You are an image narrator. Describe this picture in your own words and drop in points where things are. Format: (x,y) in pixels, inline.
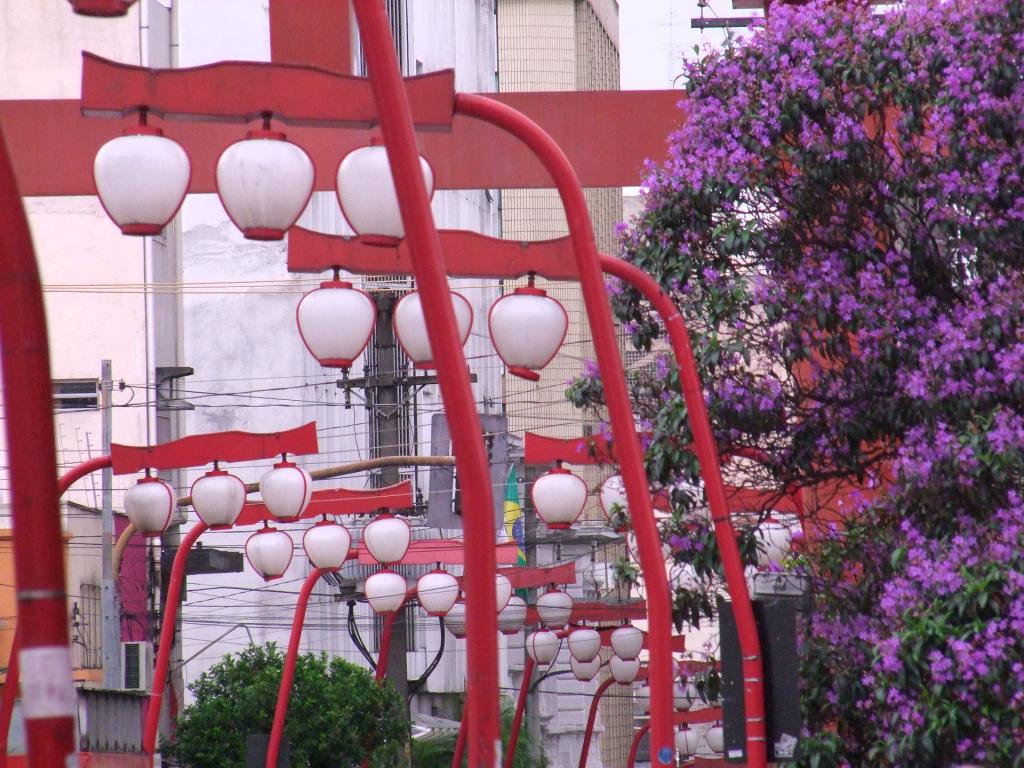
In this image in front (539,449) we can see light poles (46,757). At the back side (603,400) there are buildings (570,406), trees (757,260), current poles (698,24) and at the top (646,13) there is the sky (657,29).
